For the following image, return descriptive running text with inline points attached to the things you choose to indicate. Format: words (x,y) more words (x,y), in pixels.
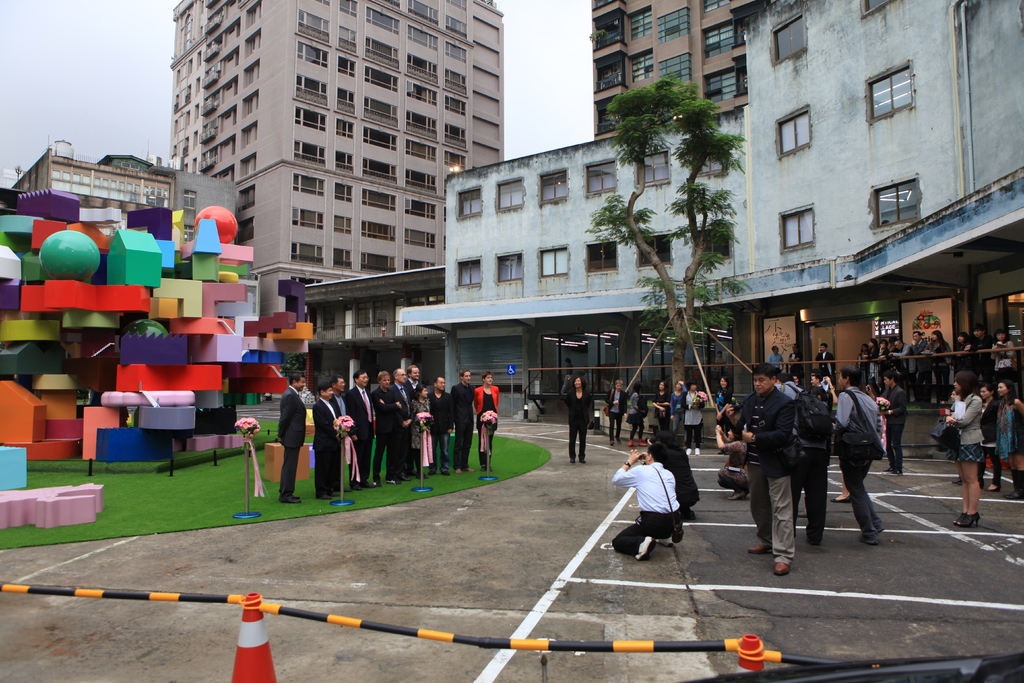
In this image I can see the ground (473,521), number of persons (761,375) standing, some grass (184,494), few traffic poles (722,642), few buildings (729,368), few lights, few trees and few colorful objects (57,288). In the background (56,111) I can see the sky (537,69).
